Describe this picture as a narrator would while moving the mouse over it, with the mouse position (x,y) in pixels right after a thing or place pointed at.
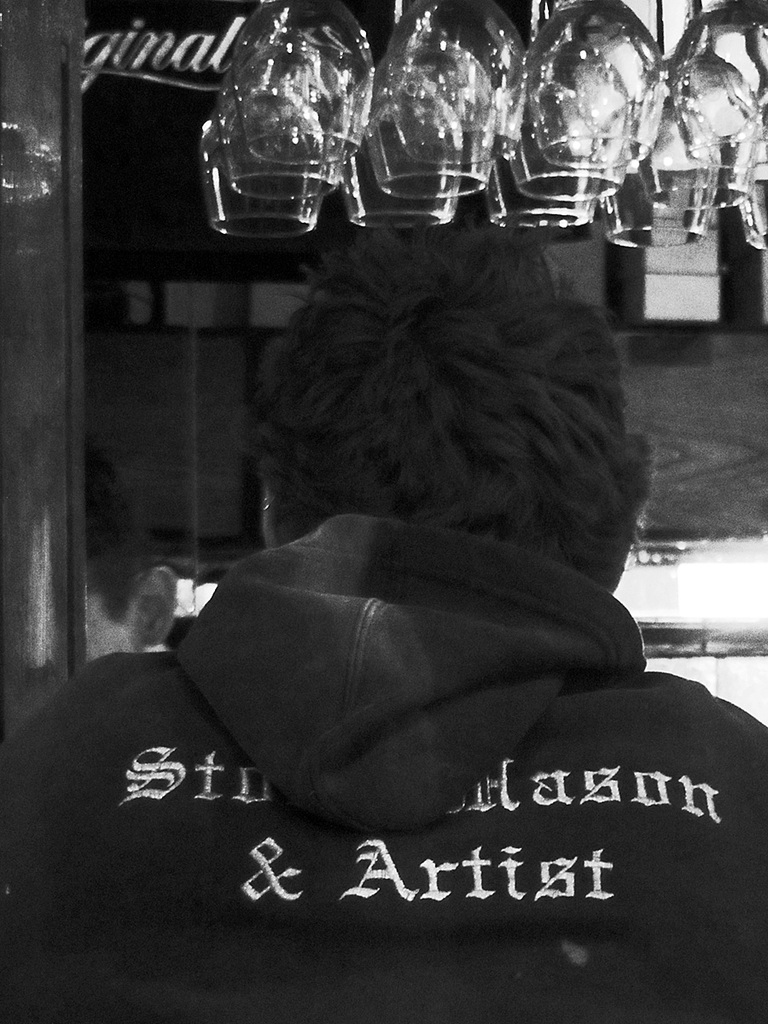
In this image I can see a person (214,732), background (536,166) I can see few glasses (569,174) and the image is in black and white.
